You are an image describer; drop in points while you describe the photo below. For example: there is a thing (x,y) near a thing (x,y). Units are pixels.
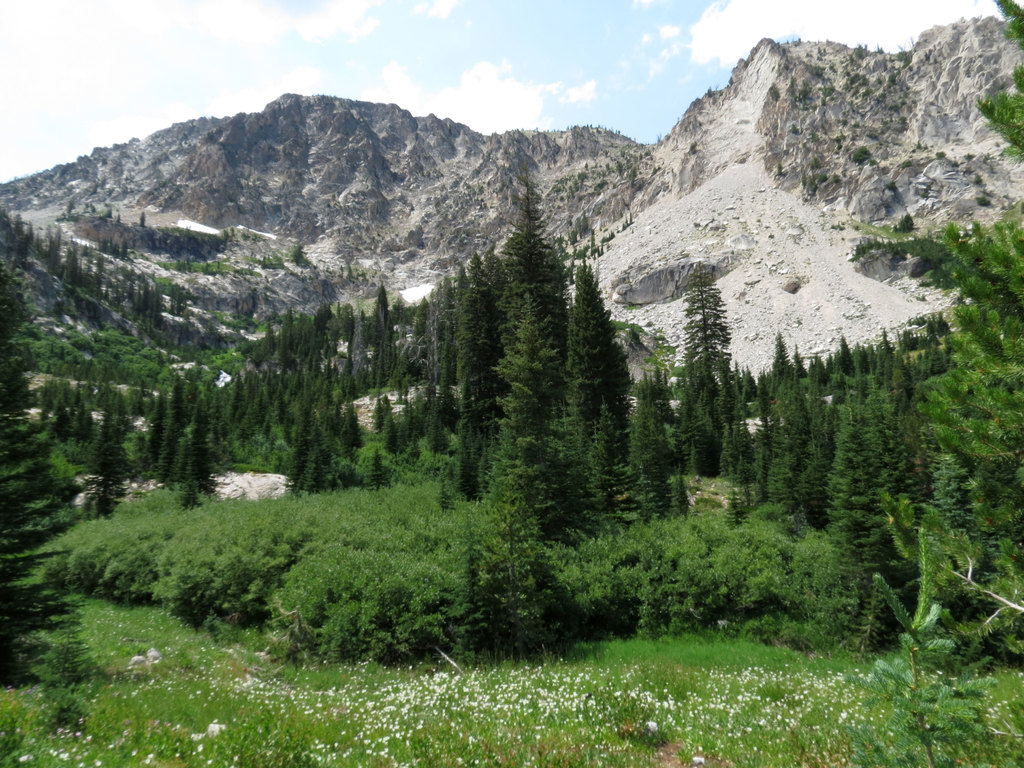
In the foreground of the picture (541,697) there are plants (231,689) and trees (36,528). In the center of the picture (498,371) there are trees (83,442), shrubs (648,538) and mountains (634,219). At the top (448,73) it is sky (474,46).
